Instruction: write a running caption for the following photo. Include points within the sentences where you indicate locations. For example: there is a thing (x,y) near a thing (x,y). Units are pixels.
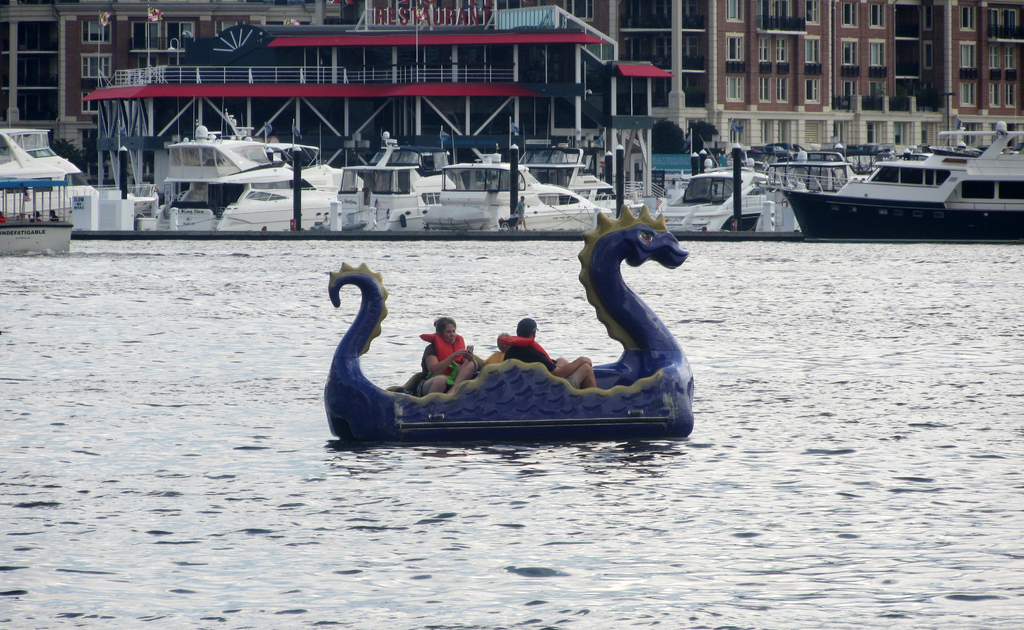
In this image I can see in the middle (464,372) a man (571,380) and a woman (446,366) are sitting in the shape of a dragon (565,397), they wore red color life jackets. At the back side (619,103) there are boats (489,224) in white color and buildings (601,85).
